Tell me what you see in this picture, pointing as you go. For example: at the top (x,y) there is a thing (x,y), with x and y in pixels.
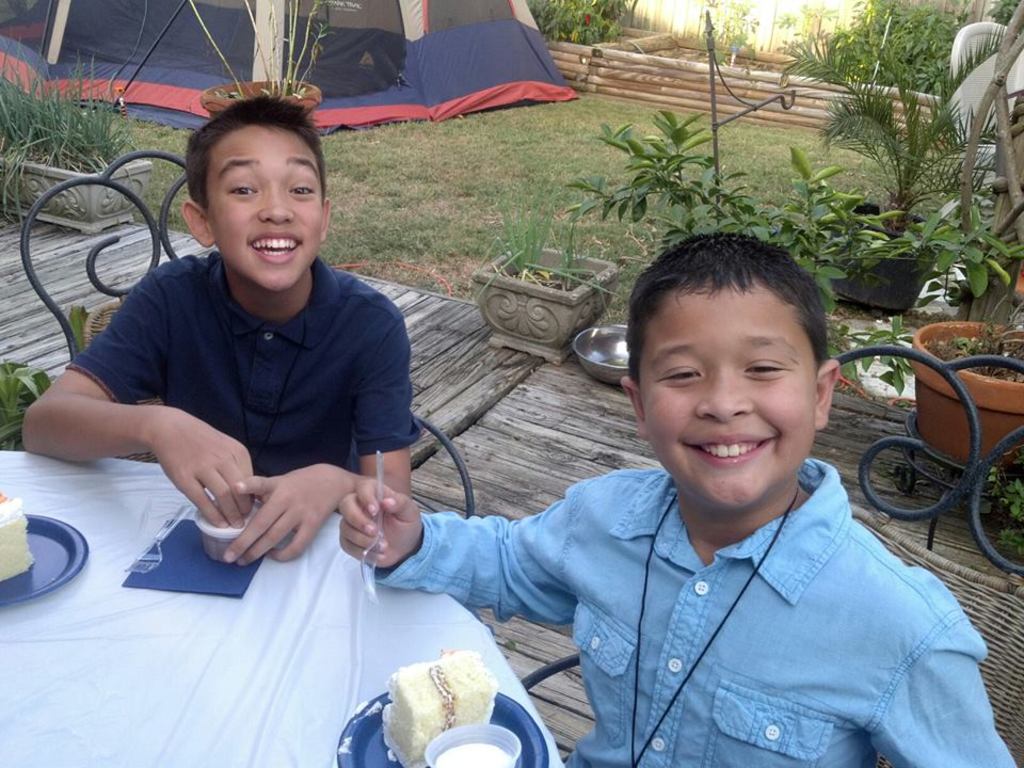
This picture is of outside. In the foreground (730,584) we can see two boys (282,352) sitting on the chairs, smiling and eating food (458,708). In the left corner (207,638) there is a table (201,633) on the top of which plates (63,569) of food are placed. In the background (363,175) we can see the grass (522,170), house plants (711,166), a tent (444,10) and a wall (716,10).
